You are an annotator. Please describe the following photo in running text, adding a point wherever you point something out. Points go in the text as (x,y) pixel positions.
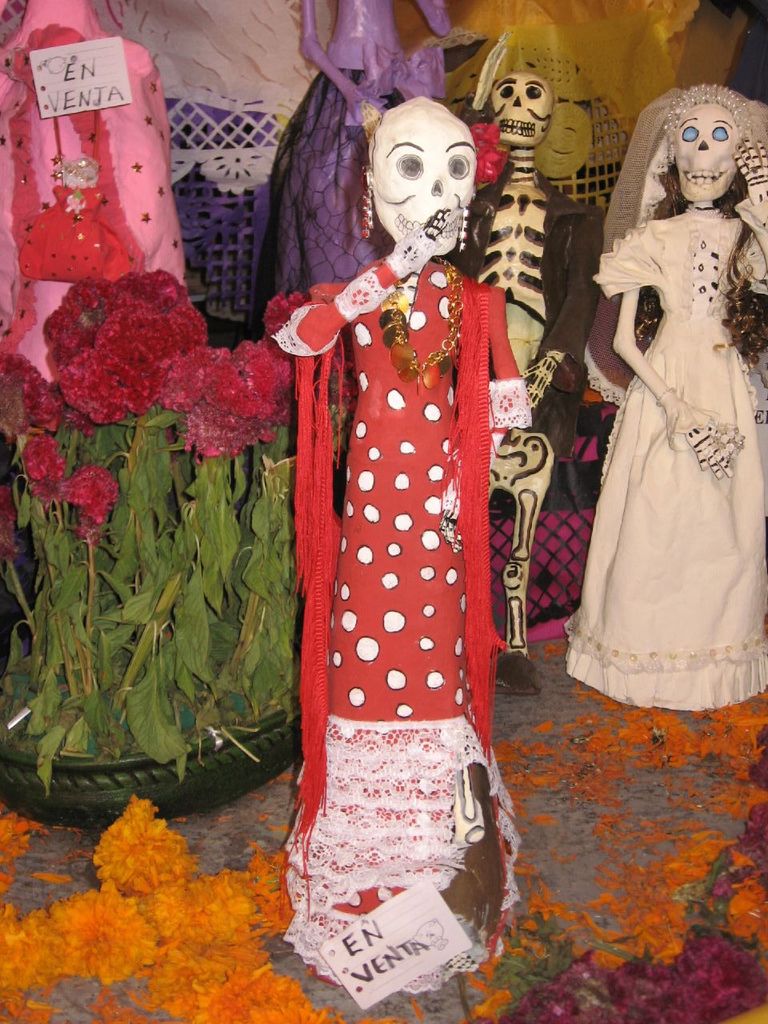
In this image there are group of toys (657,187) who are wearing costumes (270,282), and there are some plants (95,566) and flowers (53,910). At the bottom (363,961) there is one board (369,967), on the board (387,961) there is text (373,969).
